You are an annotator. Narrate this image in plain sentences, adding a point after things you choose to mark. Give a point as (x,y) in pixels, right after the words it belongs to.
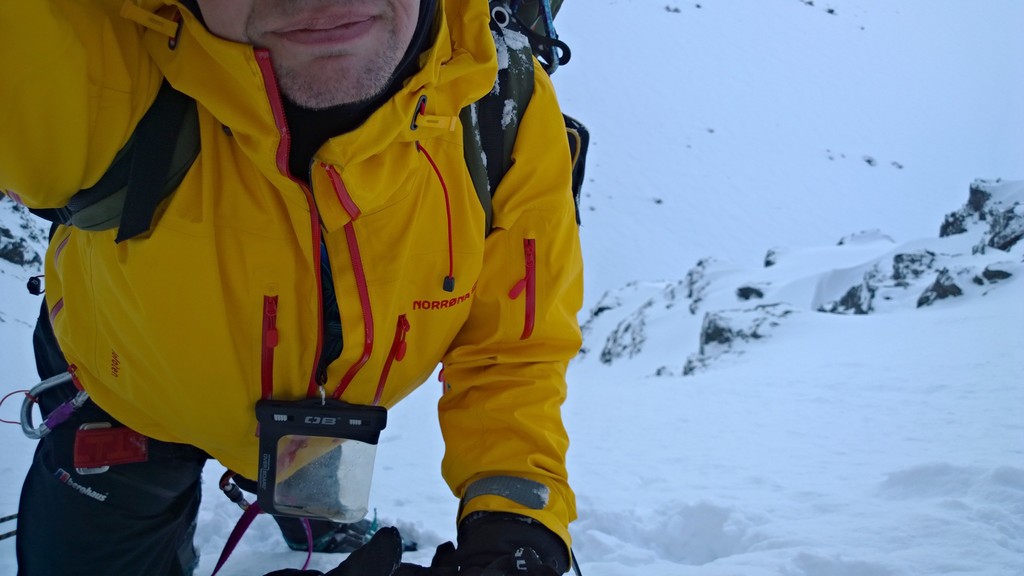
This image consists of a man (306,354) wearing a yellow jacket (245,363) and a backpack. At the bottom (750,505), there is snow (737,487).
